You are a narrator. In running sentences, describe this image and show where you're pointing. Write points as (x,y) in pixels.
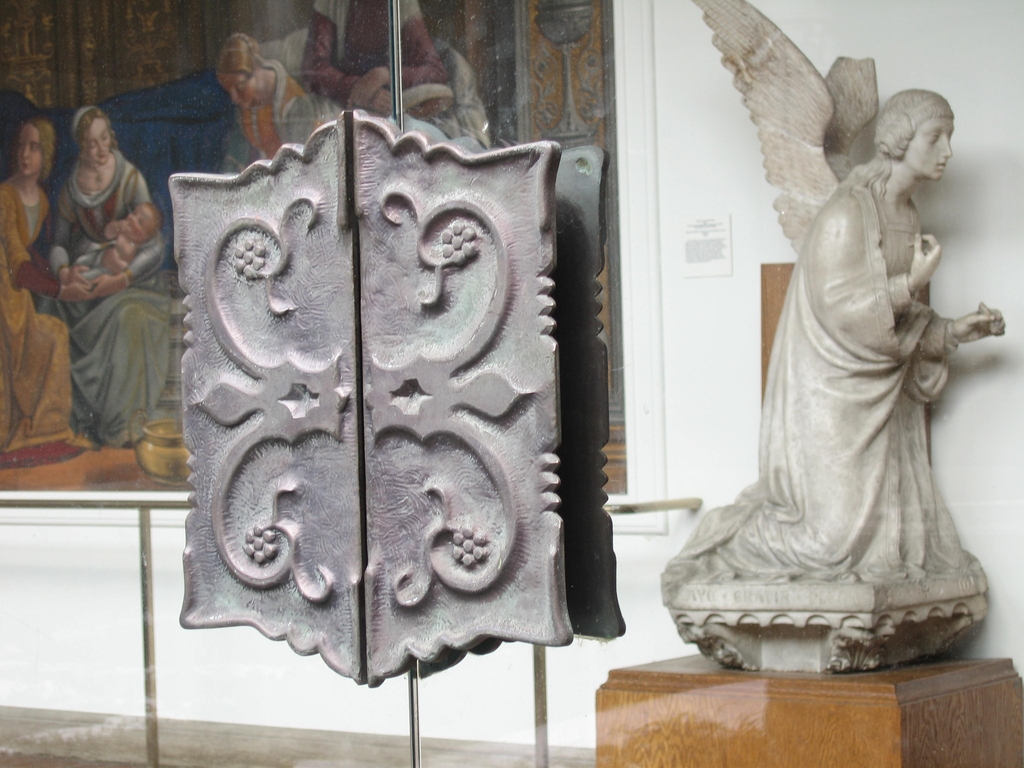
In this image we can see a statue (760,524) on a table (799,675). We can also see a glass door (452,510) and a photo frame (150,323) hanged to a wall (31,534).
